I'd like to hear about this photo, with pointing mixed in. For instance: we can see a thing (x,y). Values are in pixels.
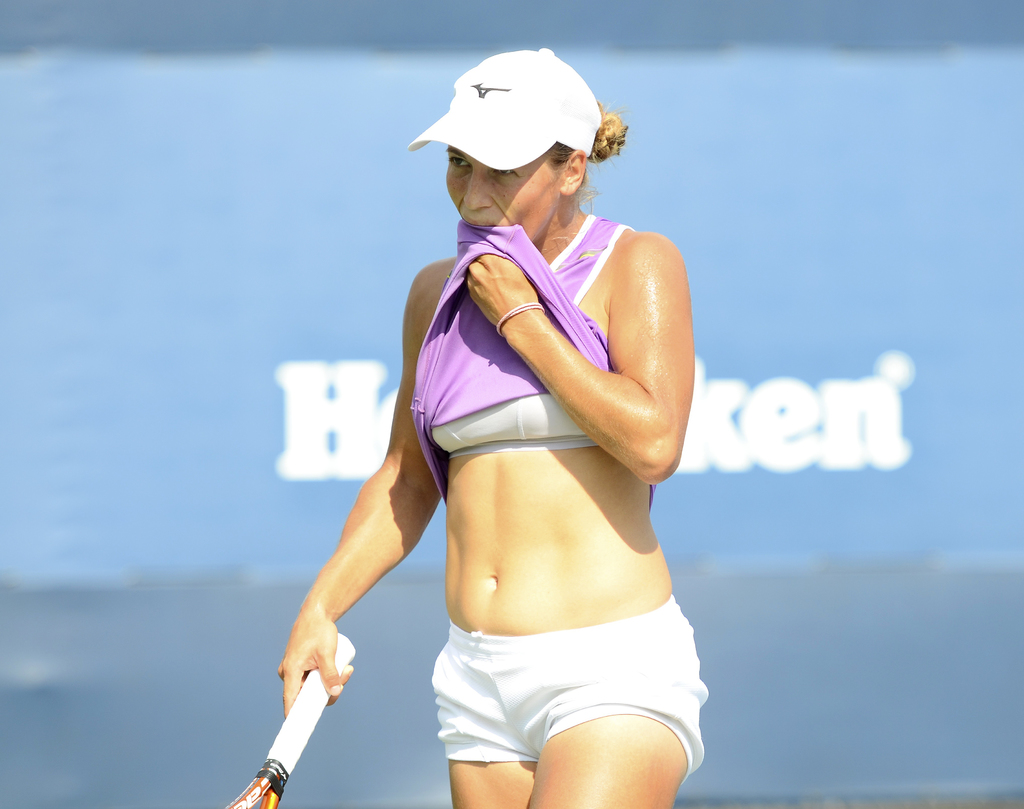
As we can see in the image there is a woman (567,179) wearing white color cap (544,95).
